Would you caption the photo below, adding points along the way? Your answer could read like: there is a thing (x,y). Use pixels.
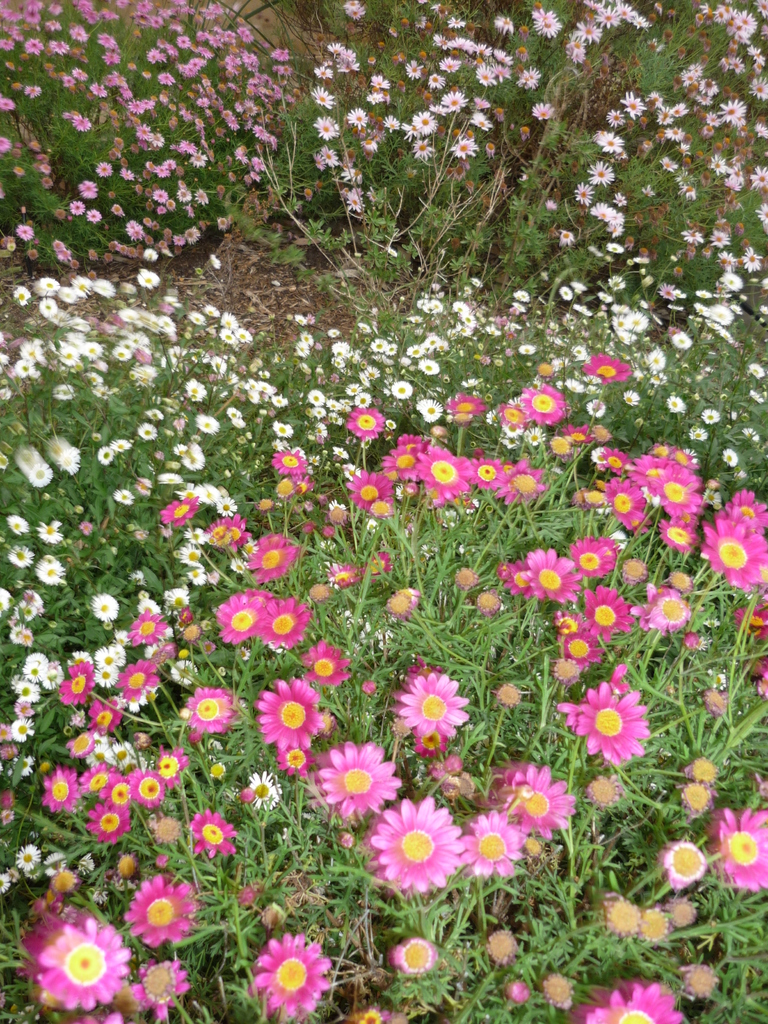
In this picture there is a garden (340,459) with plants (571,149) and flowers (405,476). The flowers (350,62) are in white and pink in color.
